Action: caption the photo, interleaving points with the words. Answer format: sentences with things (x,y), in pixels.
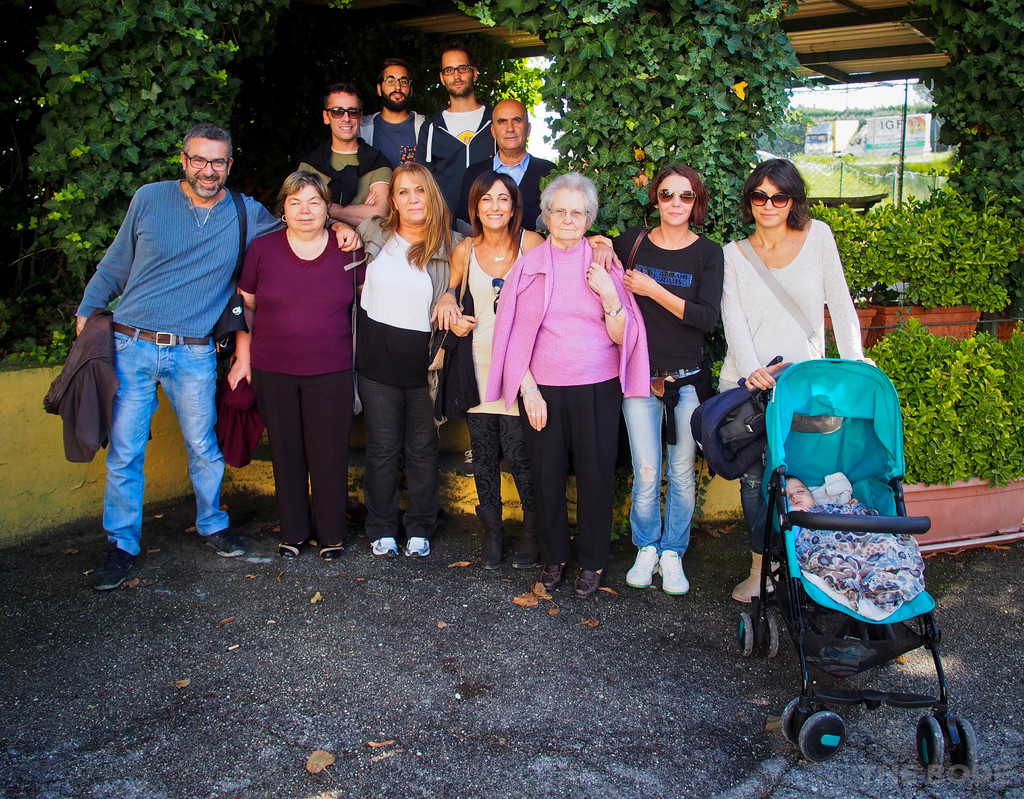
As we can see in the image there are group of people (673,531), baby stroller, plants (899,384), trees (663,10) and in the background (855,142) there are vehicles (821,134).
